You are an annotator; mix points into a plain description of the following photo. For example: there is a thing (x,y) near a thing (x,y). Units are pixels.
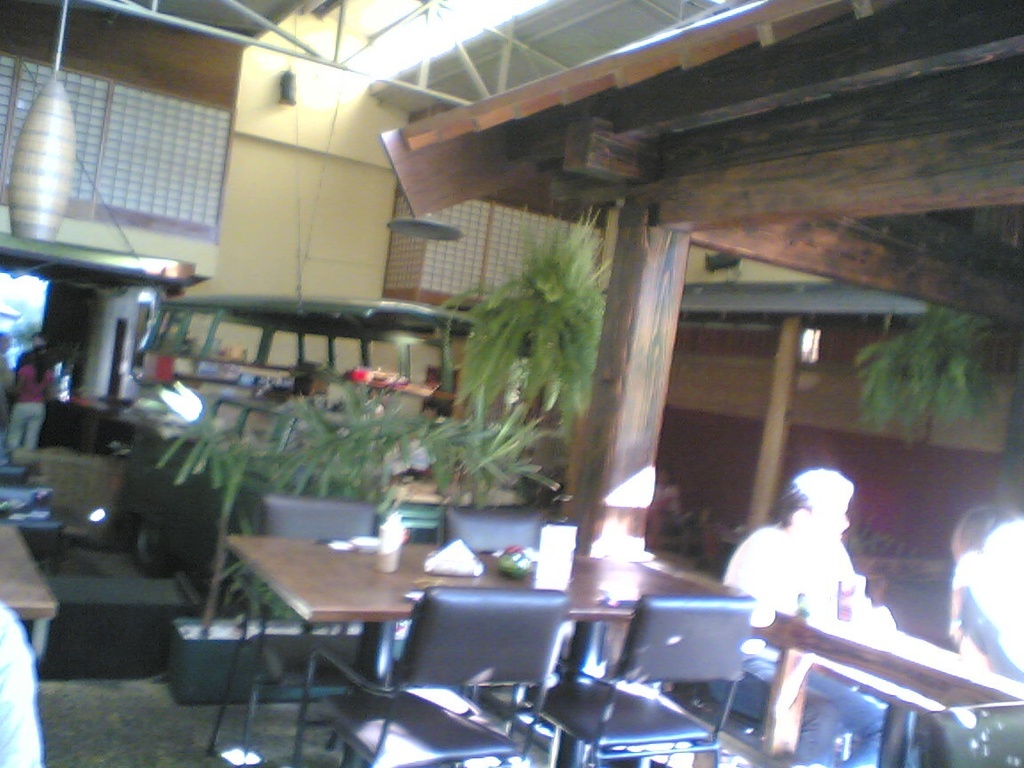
In the image we can see there are chairs (463,630) and table (380,667) and there are people (809,576) who are sitting on chair (987,711) and at the back (27,424) there people (16,418) who are standing and there are lot of trees (579,262) in the area (744,346) and its a building (37,38).
